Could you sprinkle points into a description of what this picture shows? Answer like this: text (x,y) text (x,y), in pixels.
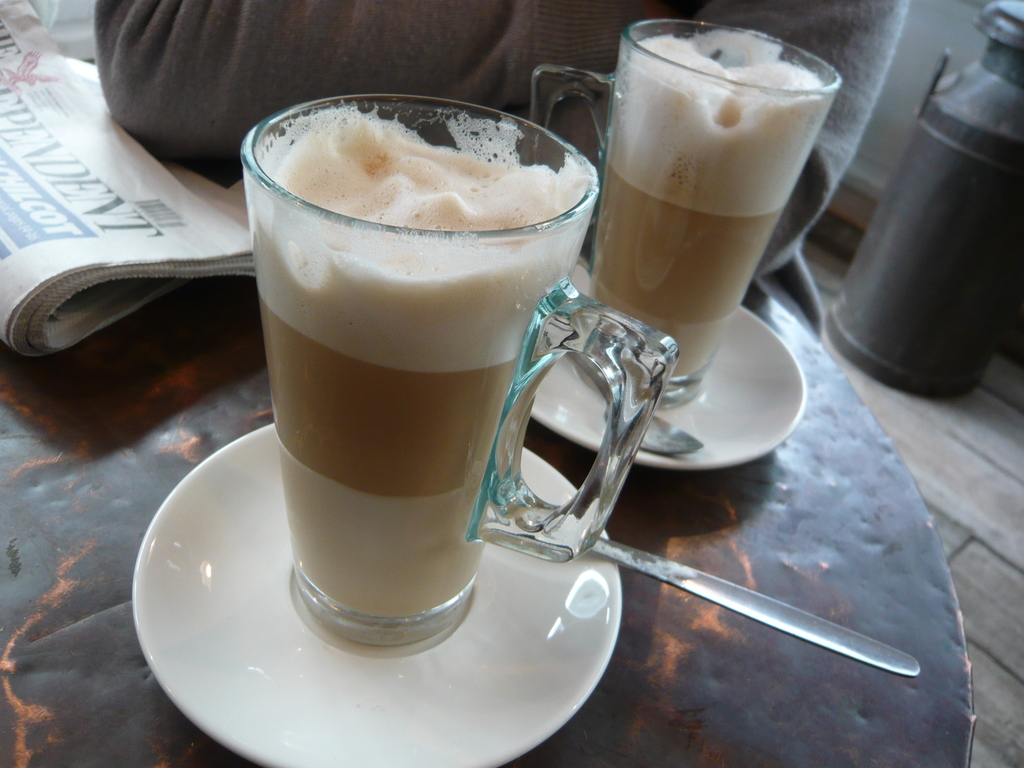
In this image there is a table (22,394) having few plates (273,487) and a paper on it. On the plates (310,699) there is a cup (618,348) filled with a drink (459,492) and a spoon (750,588) are on it. Behind the table (895,550) there is a person (674,3). Right side (937,322) there is a can (999,303) on the floor (992,465).
